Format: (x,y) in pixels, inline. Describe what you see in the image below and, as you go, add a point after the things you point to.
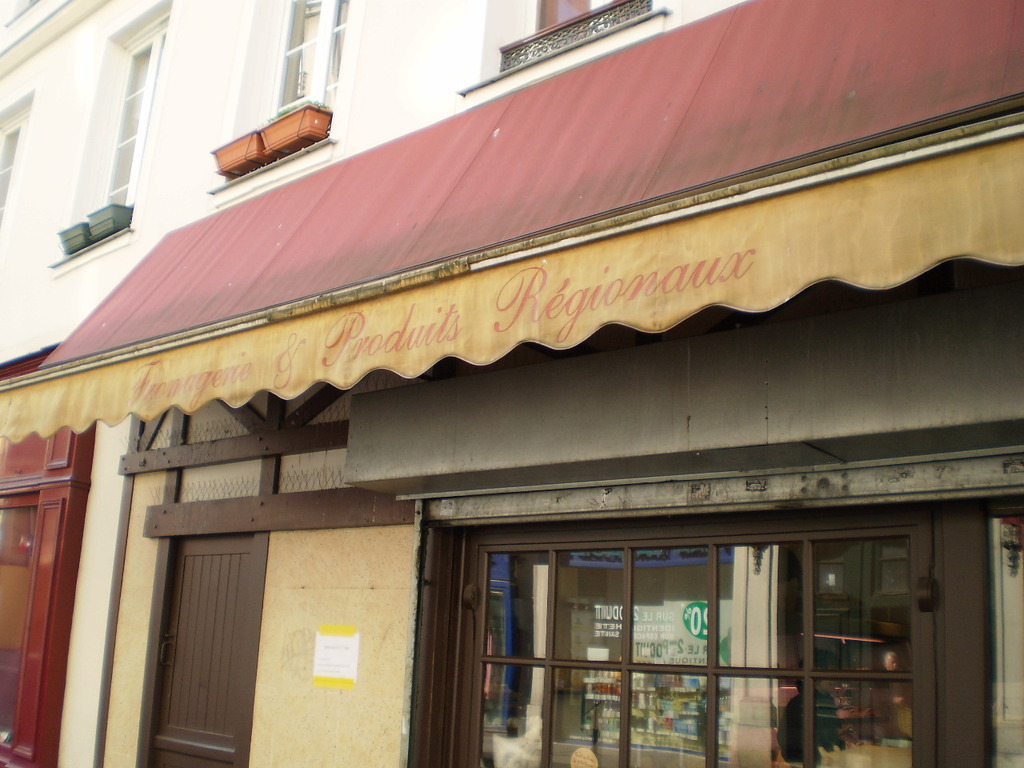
In this picture we can see some buildings (50,84) and we can see some the glass wall (646,628).
